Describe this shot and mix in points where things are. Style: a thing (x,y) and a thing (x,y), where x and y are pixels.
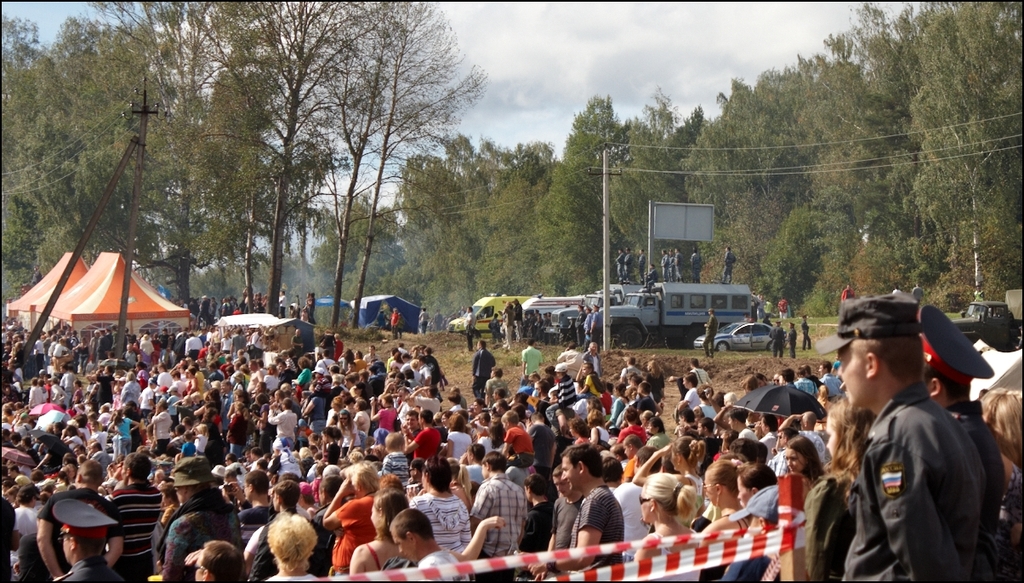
In this picture I can see number of people (527,386) who are standing and in the middle of this picture (412,315) I see few poles (125,322), wires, few tents (378,306), few vehicles (554,315) and number of trees (793,231). In the background (472,117) I see the sky (494,103).
